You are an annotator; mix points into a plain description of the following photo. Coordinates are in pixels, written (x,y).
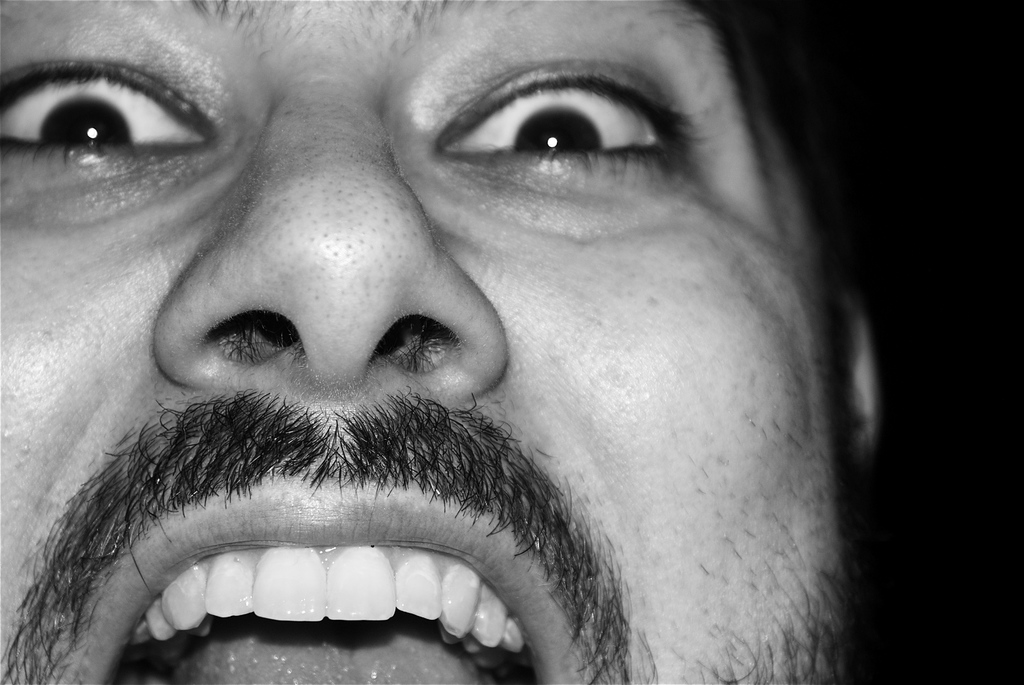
This is a black and white image. In this picture, we see a man (212,204) who is opening his mouth (233,608). We only see the mouth (424,547), eyes (98,142), moustache (180,442) and nose (306,230) of the man (570,312). In the background (898,527), it is black in color.
